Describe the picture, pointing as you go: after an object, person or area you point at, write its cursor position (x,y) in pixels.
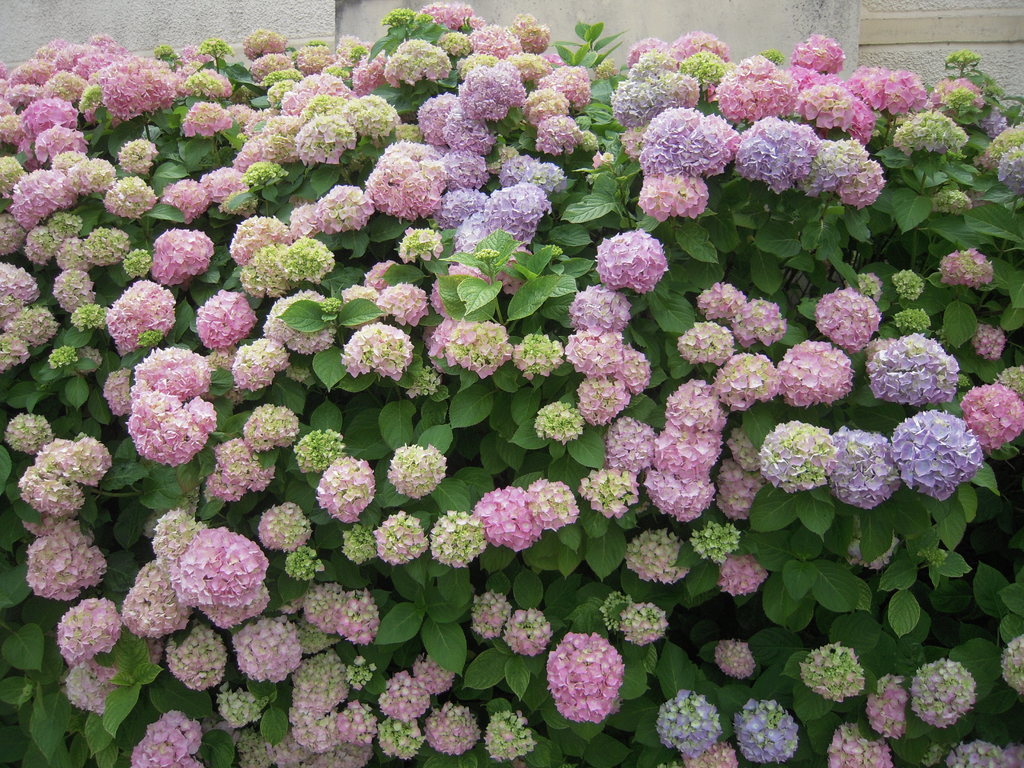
This image is taken outdoors. In the background (203,36) there is a wall (852,46). In the middle of the image (364,299) there are a few plants (619,249) with many beautiful flowers (646,619). They are pink in color.
